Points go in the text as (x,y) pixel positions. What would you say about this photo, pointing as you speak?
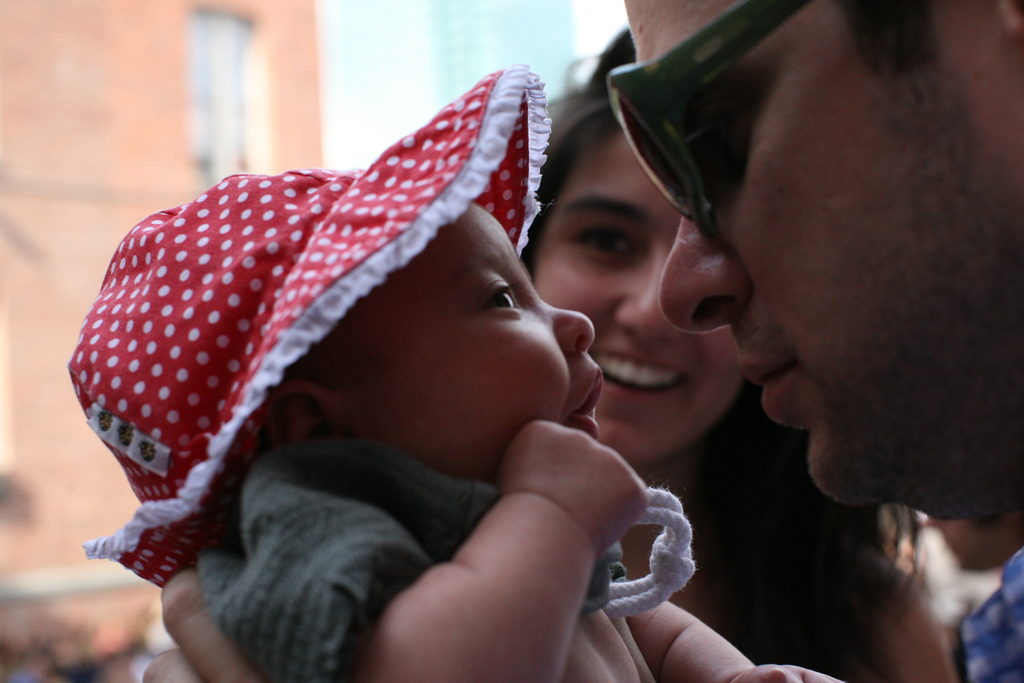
On the right side (994,281), there is a person (1003,313), who is wearing sunglasses (613,74), holding a baby (505,392), which is wearing a red color cap (89,385), near a woman (625,58), who is smiling. In the background (191,79), there is a building (88,108), which is having glass window (228,160) and there are other objects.
